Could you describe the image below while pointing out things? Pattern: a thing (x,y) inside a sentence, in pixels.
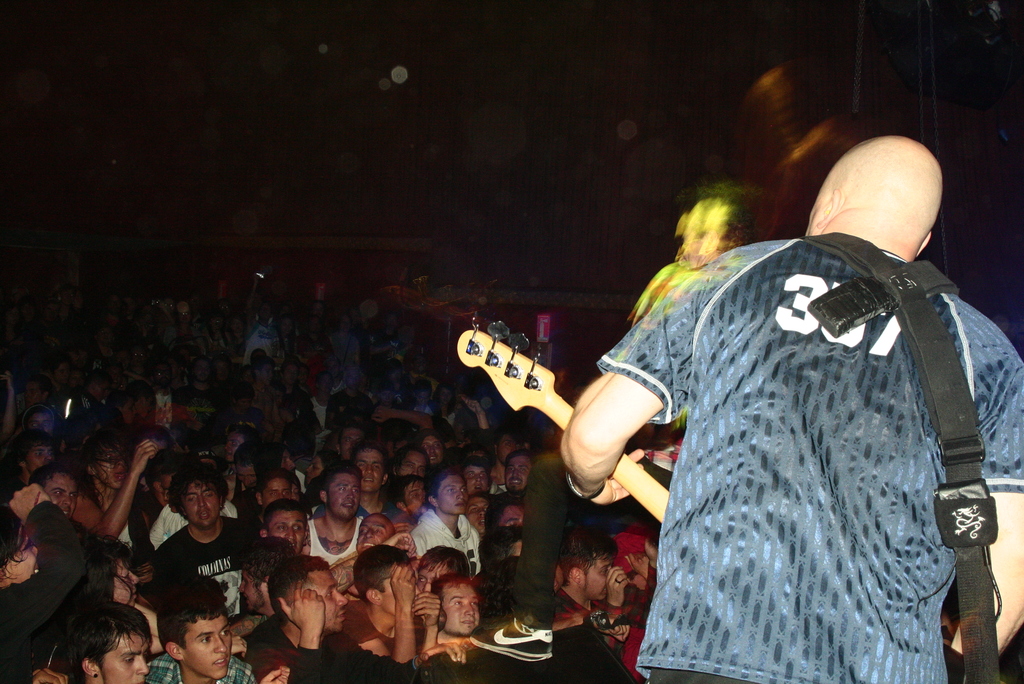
There is a man (734,278) who is playing his musical instrument (552,399) and there are group of people (153,409) as audience (290,518) in the image.
